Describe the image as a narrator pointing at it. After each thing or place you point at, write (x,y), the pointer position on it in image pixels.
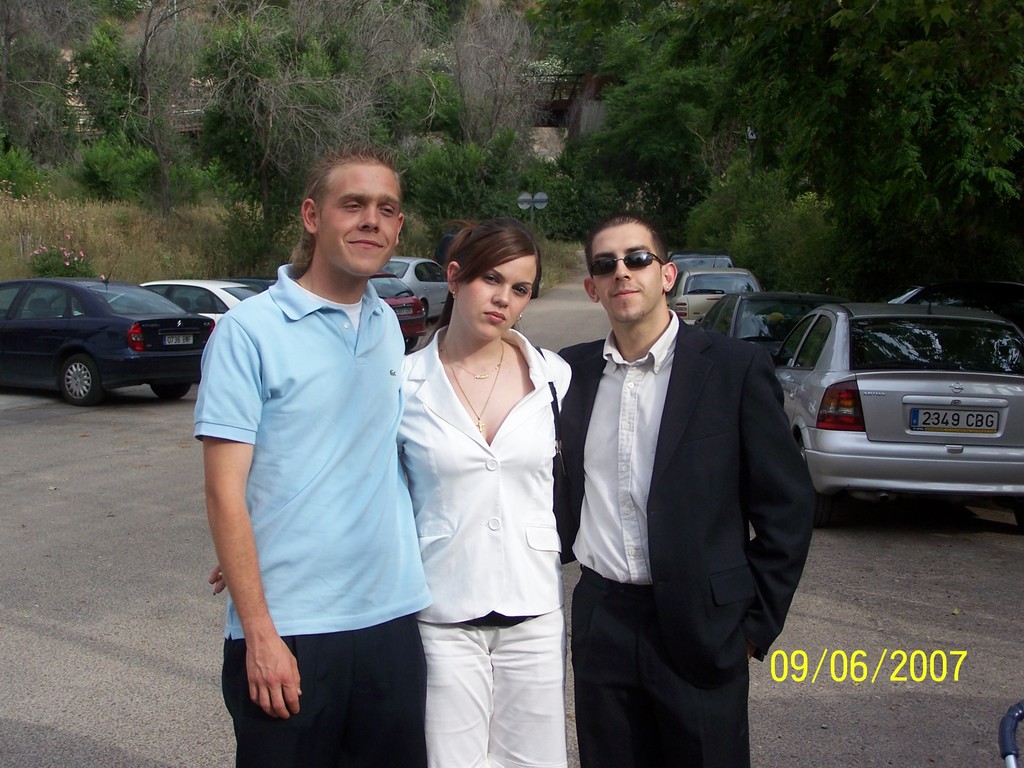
In this image two men (710,673) and a woman (528,616) are standing on the road (866,650). Behind them there are few cars (966,349) on the road (571,684). Woman (512,402) is wearing white clothes (482,543). Right side (704,528) there is a person (660,479) is wearing suit (690,472). Left side (302,617) there is a person (341,489) is wearing blue shirt (305,492). Background (46,256) there are few plants (419,117) and trees (86,123).
